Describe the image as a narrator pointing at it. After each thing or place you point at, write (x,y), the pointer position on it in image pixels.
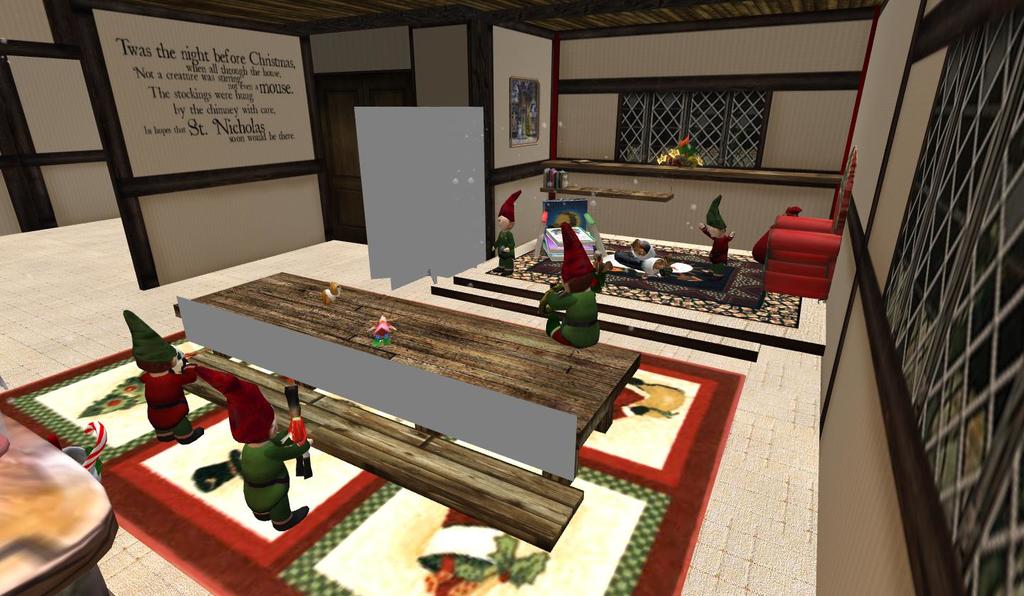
It is an animated image in which we can see there are tables (60,466) at the bottom (12,445). On the tables (399,443) there are few toys (575,273). Beside the table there is a wall (204,112) on which there is some text (219,101). In the background (667,108) there is a window (711,120). On the right side (786,224) there is a chair (813,261). At the top (334,13) there is ceiling (336,10).
